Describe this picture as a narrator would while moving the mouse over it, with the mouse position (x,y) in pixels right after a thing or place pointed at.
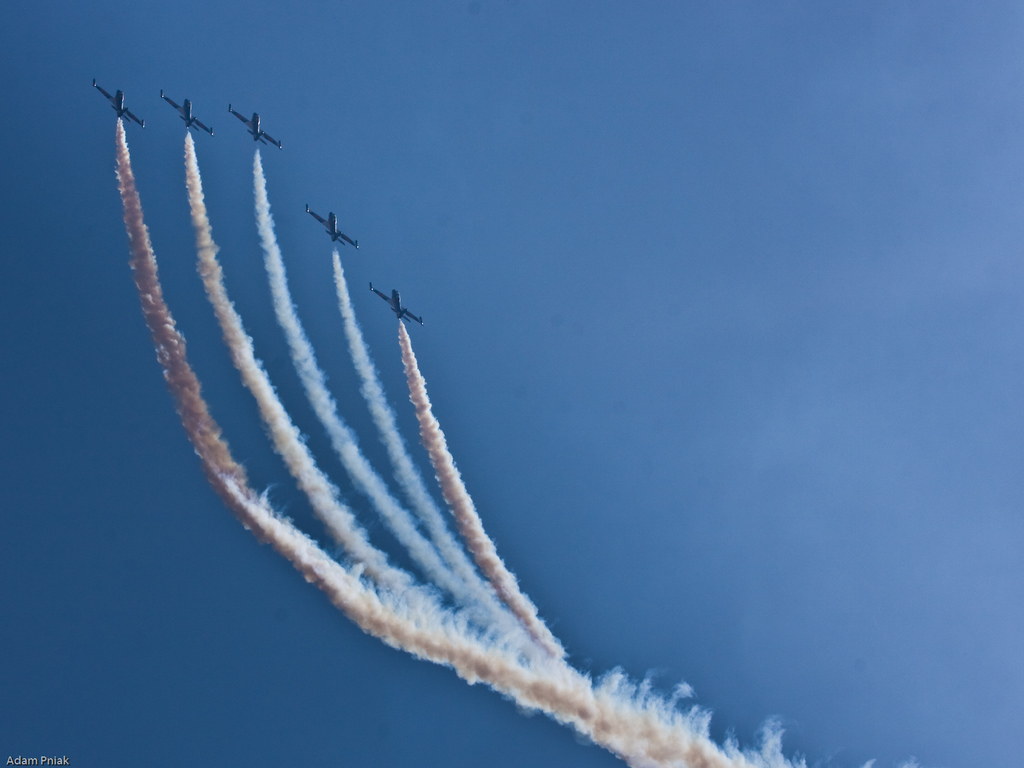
In this picture I can see few jet planes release smoke (728,759) in the sky (600,195).
